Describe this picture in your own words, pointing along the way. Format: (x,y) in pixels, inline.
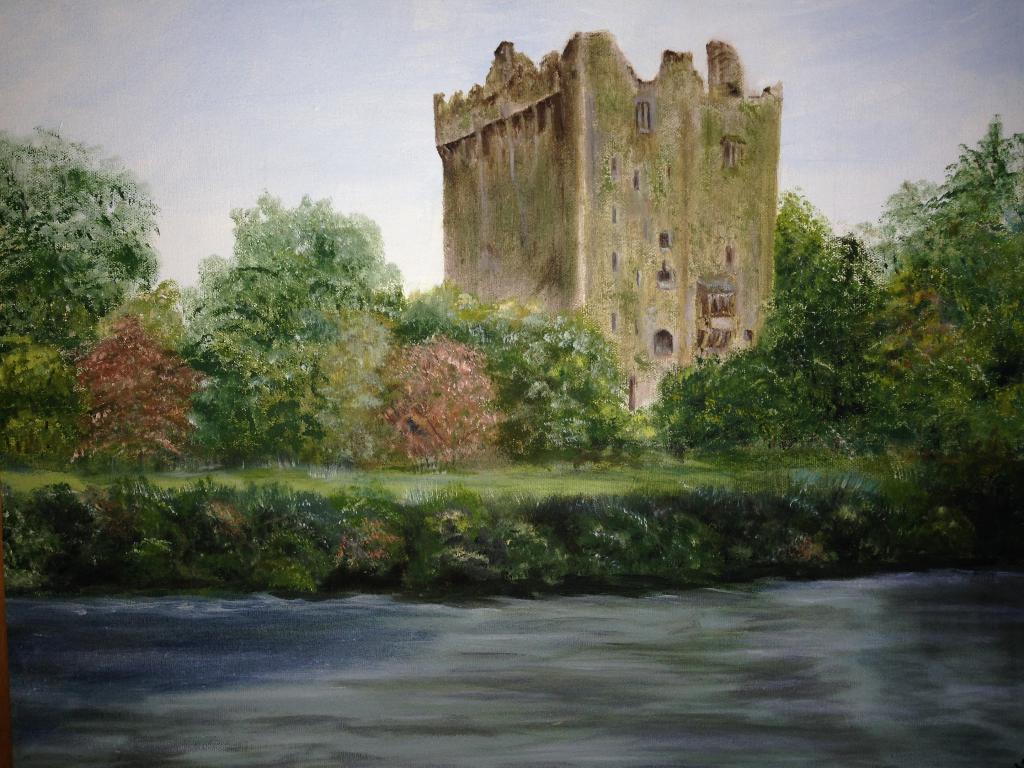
This is an edited image in which there are plants (580,398) and there is a tower (598,196) and the sky (344,47) is cloudy.
